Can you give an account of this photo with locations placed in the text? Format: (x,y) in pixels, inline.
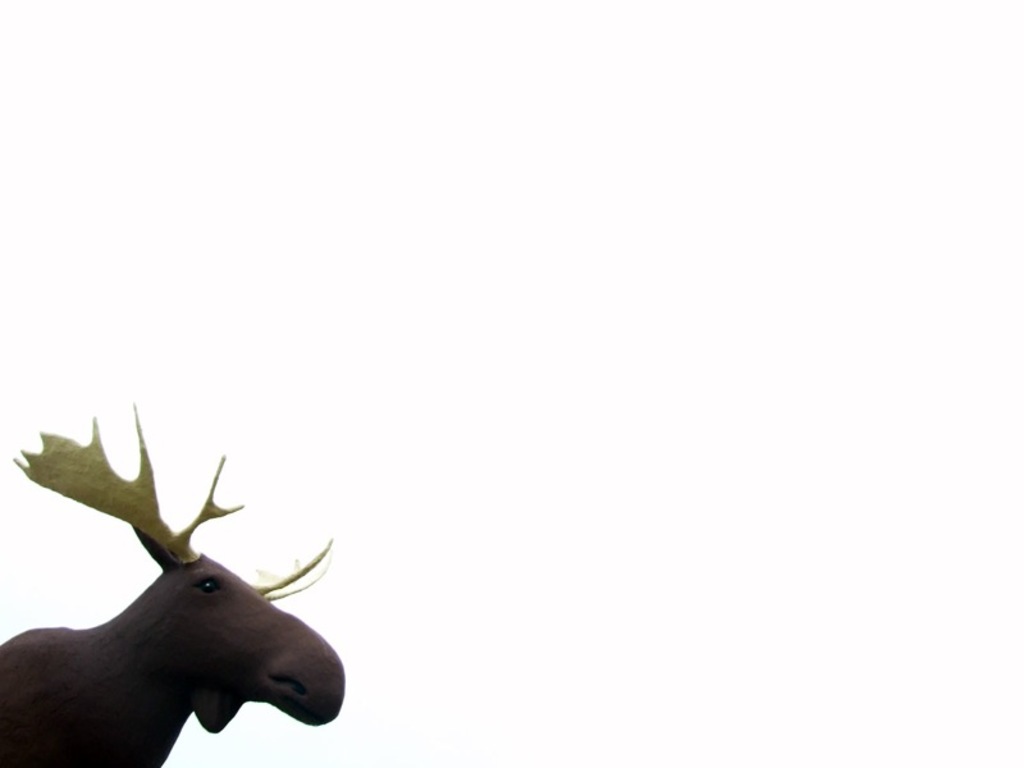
In the picture we can see a sculpture (104,655) of a stag (246,624) which is brown in color and horns (19,464) are yellow in color.
